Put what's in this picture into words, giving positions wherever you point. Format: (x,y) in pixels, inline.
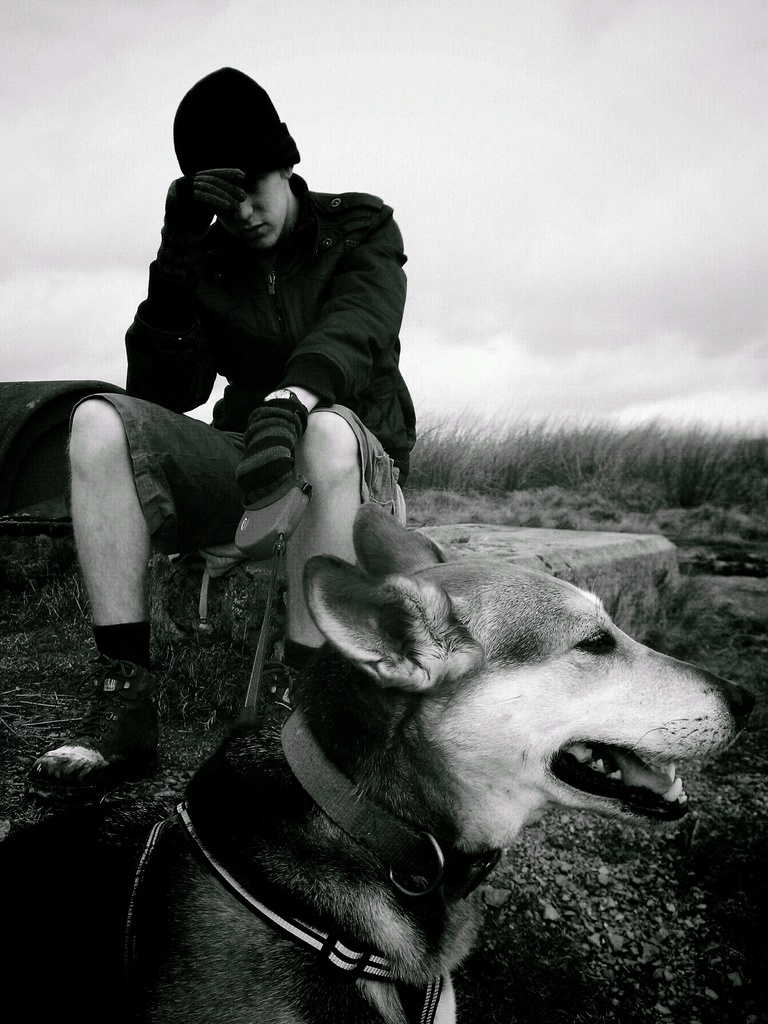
In this image in the center (474,605) there is a dog (285,824) which is in the front (366,824) and in the background (222,491) there is a man (285,358) sitting and there are dry grass (574,445) and the sky (474,192) is cloudy.
